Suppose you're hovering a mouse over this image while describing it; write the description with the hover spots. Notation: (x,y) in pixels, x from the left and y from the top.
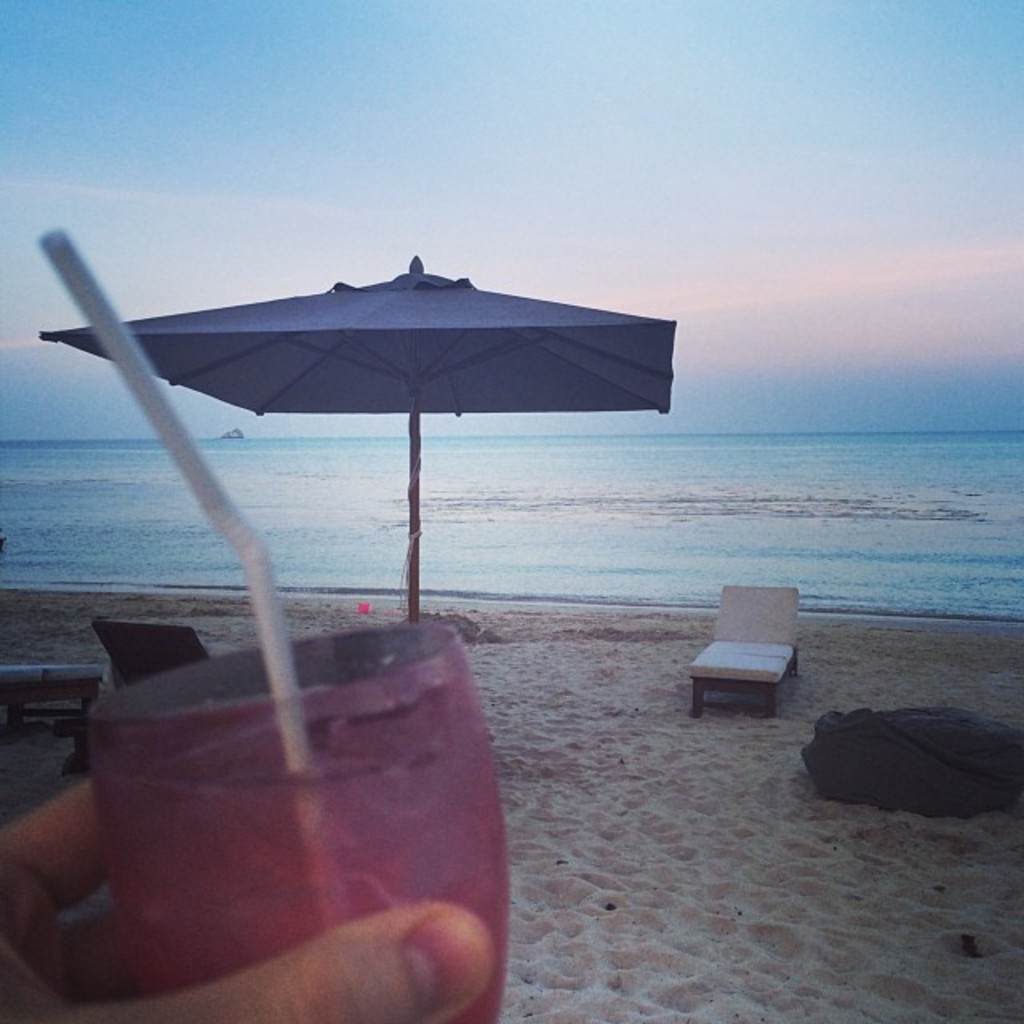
In this picture we can see an umbrella (348,292). This is lounge chair (784,655). Here we can see a glass (363,917) in a hand (377,937). This is sea (950,520). On the background (874,275) there is a sky (822,206).
